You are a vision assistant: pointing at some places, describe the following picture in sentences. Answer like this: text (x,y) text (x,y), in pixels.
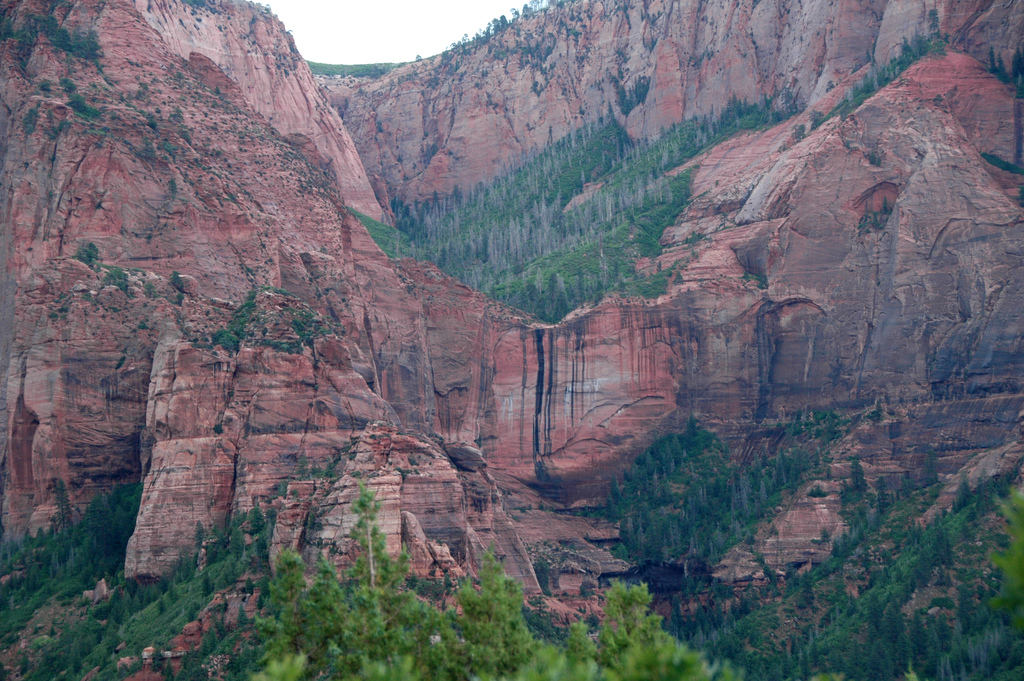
In this image there are trees (725,631) and there are rocks (430,293).
